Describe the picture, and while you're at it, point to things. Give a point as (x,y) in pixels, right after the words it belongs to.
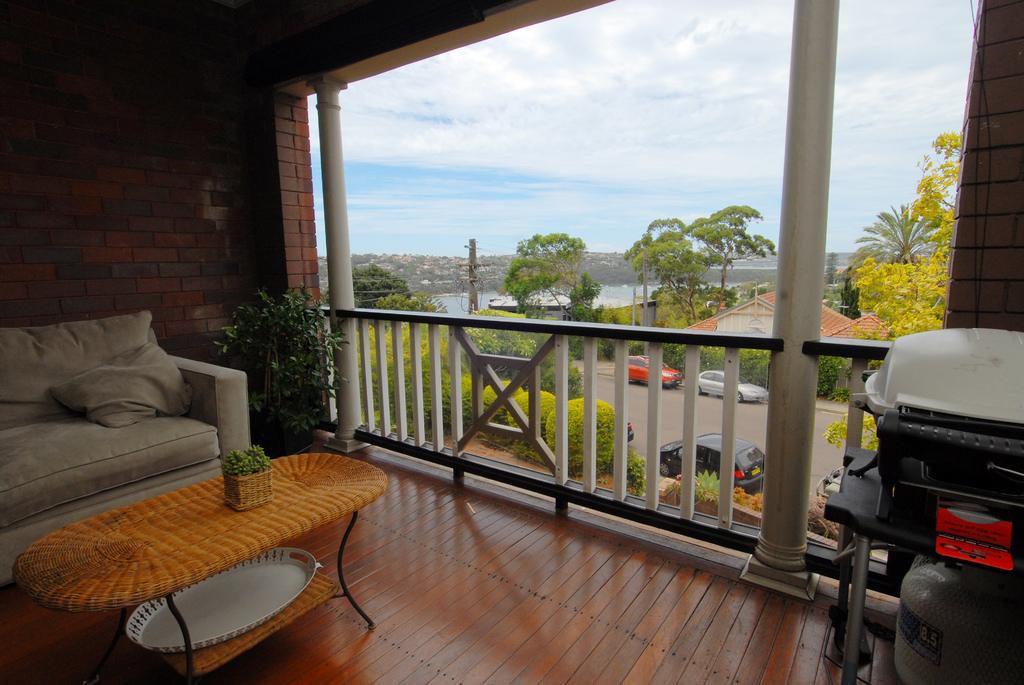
In the image the left side (206,421) we can see the couch (48,434) in front of couch (69,485) there is a table (168,579), on table (131,599) there is a vase (255,486). And back of the sofa (54,454) there is a brick wall (148,168), and coming to the right corner (925,502) there is some machine (961,468). And in the center (533,266) there is a sky (434,159) with clouds (613,129) and some trees (538,282) and house (752,315) on the top (417,172) with red roof (770,298). And in the center (629,389) there is a road (667,411) with few vehicles (709,458).
